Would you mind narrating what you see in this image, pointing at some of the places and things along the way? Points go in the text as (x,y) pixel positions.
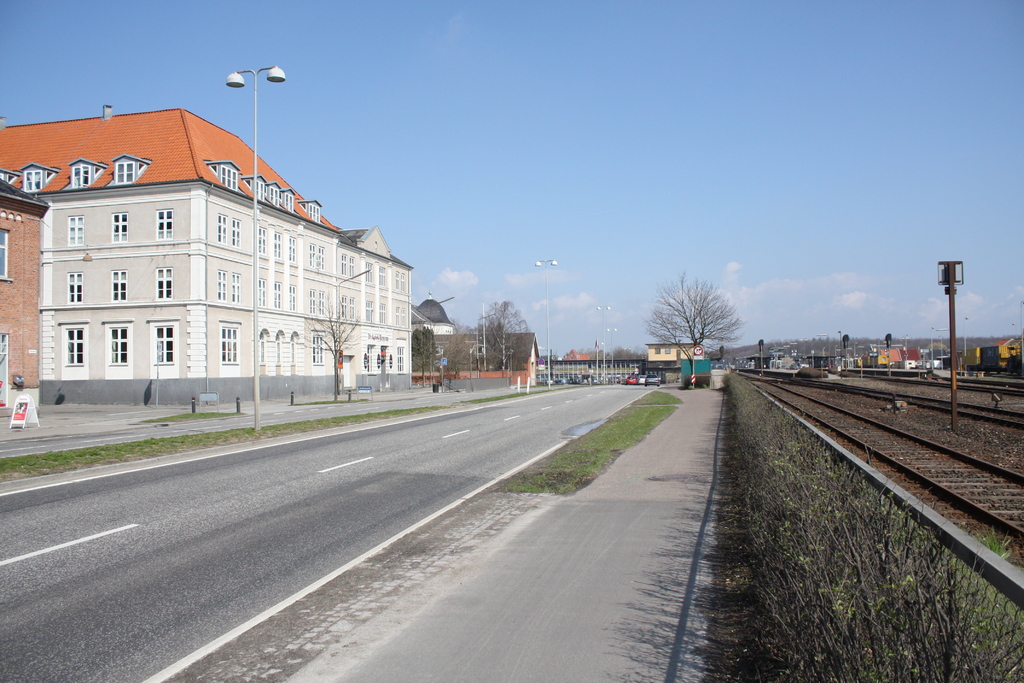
In the center of the image (644,379) there are vehicles (632,384) on the road (409,488). There are street lights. On the right side of the image (907,545) there are plants (878,503). There is a railway track (923,439). There are poles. In the background of the image (787,342) there are buildings (69,340), trees (698,337) and sky (748,327).
